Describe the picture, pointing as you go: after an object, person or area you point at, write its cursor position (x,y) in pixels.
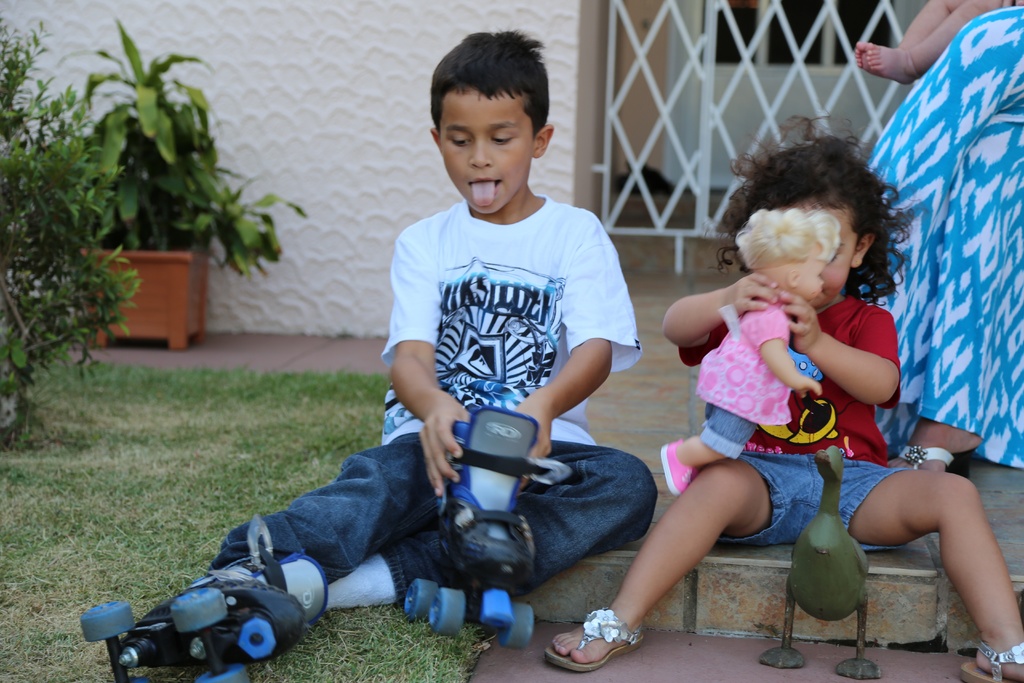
In this picture I can see couple of them (573,346) sitting and I can see a woman (911,121) and a baby (893,73) on the right side (964,28) and I can see a boy (465,271) holding a skate shoes (470,488) and a kid (703,357) holding a toy (767,361) and I can see another toy (849,545) on the ground (828,682). I can see a plant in the pot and I can see another plant (6,132) and grass (181,496) on the ground (25,550).
